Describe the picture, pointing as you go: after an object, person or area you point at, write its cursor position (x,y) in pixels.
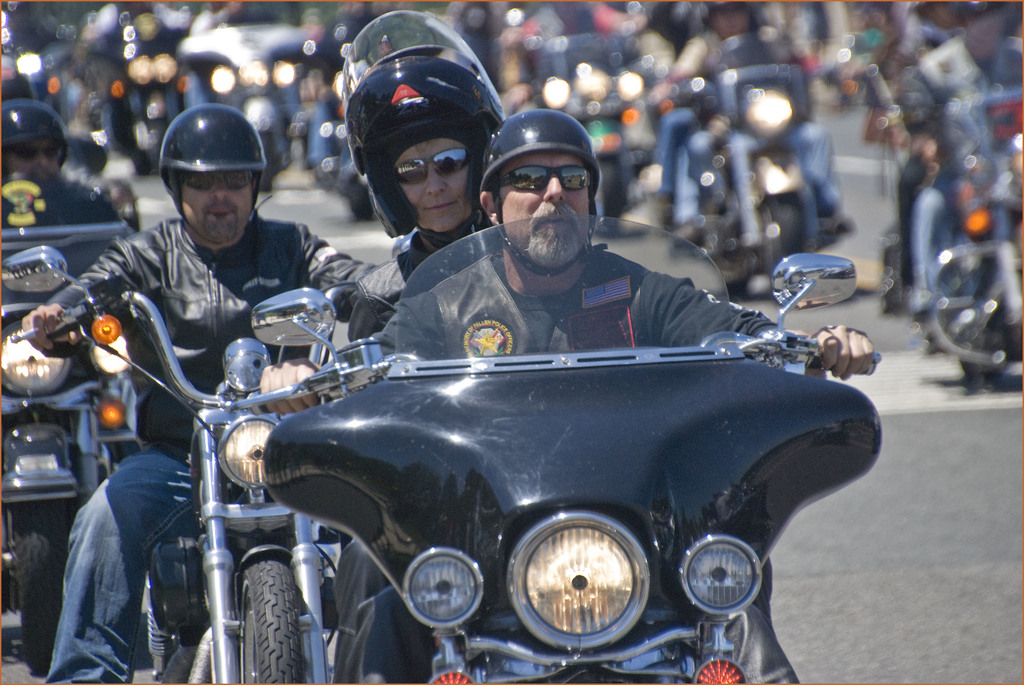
In this image i can see a group of people (290,242) are riding bikes (631,515) on the road (984,426).
